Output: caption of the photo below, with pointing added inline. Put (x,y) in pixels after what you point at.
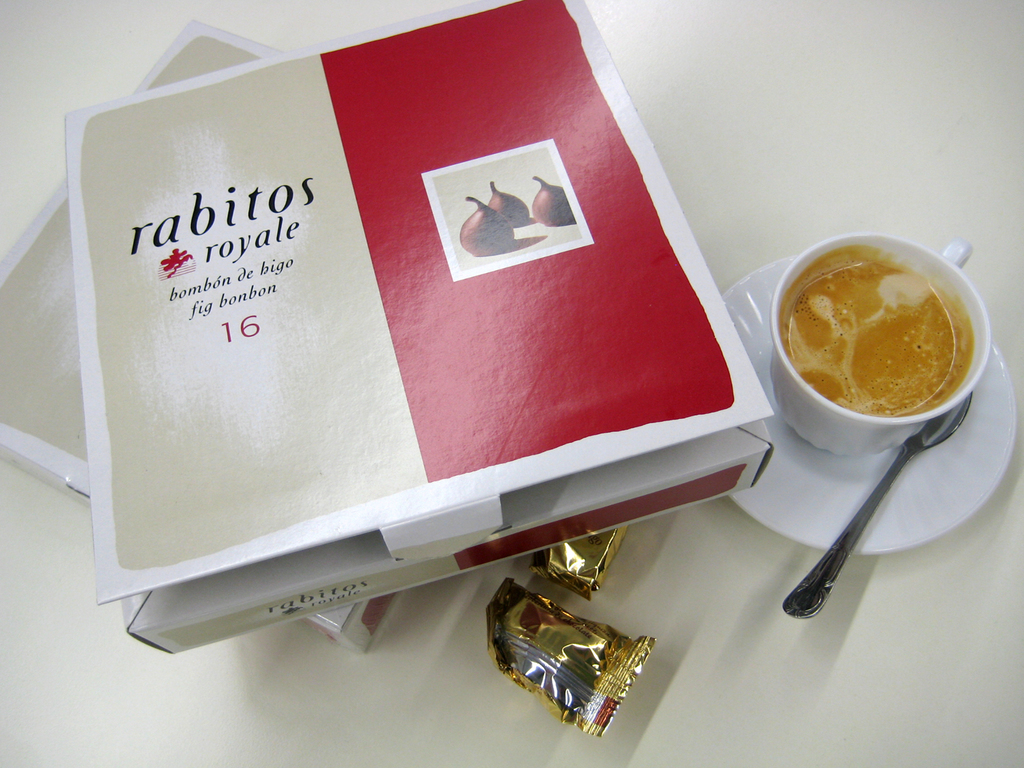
In this image we can see two boxes (418,538) on a surface (464,634). On the boxes (269,382) we can see the text (275,260) and image (537,185). Beside the boxes (636,421) there is a cup (887,425) and a spoon (923,449) on the saucer (878,459). In the cup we can see the drink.
